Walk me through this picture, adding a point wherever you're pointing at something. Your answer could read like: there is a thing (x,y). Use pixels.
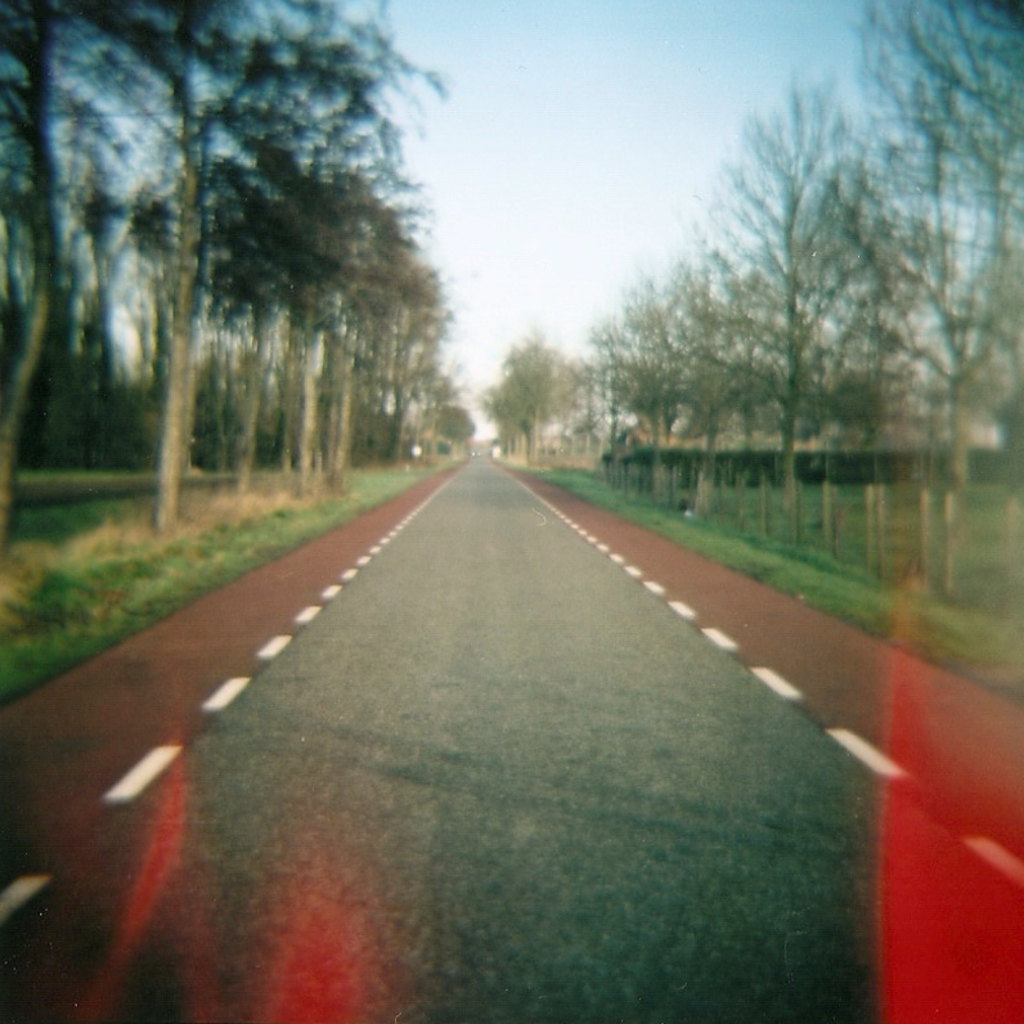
In this image, we can see a road (470,706) in between trees (599,426). At the top of the image (638,52), we can see the sky (698,93).
